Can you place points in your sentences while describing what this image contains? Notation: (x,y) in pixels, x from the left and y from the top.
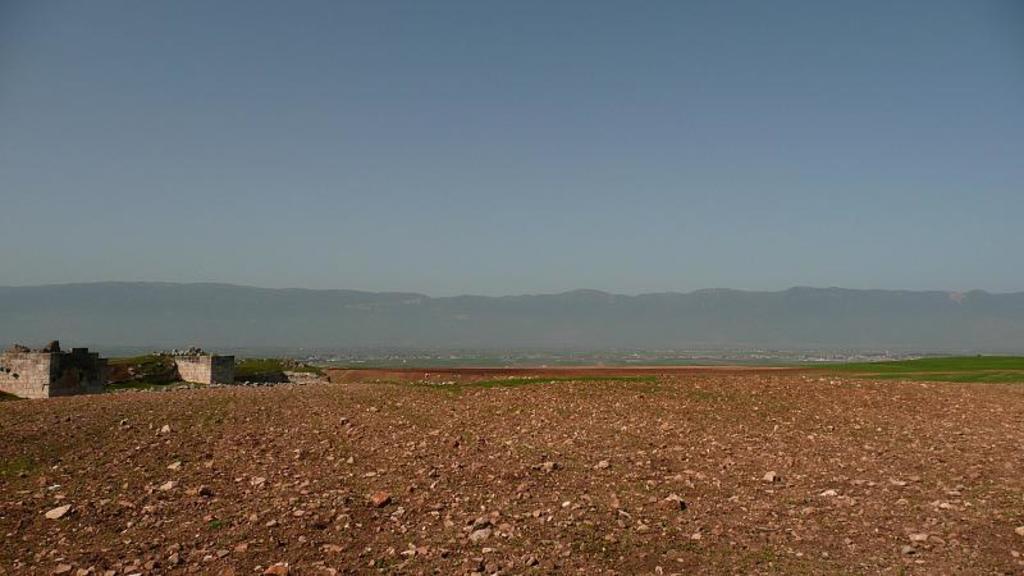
In the image we can see stone construction (74,394), hill (348,313), grass (139,379) and the sky (561,174).
